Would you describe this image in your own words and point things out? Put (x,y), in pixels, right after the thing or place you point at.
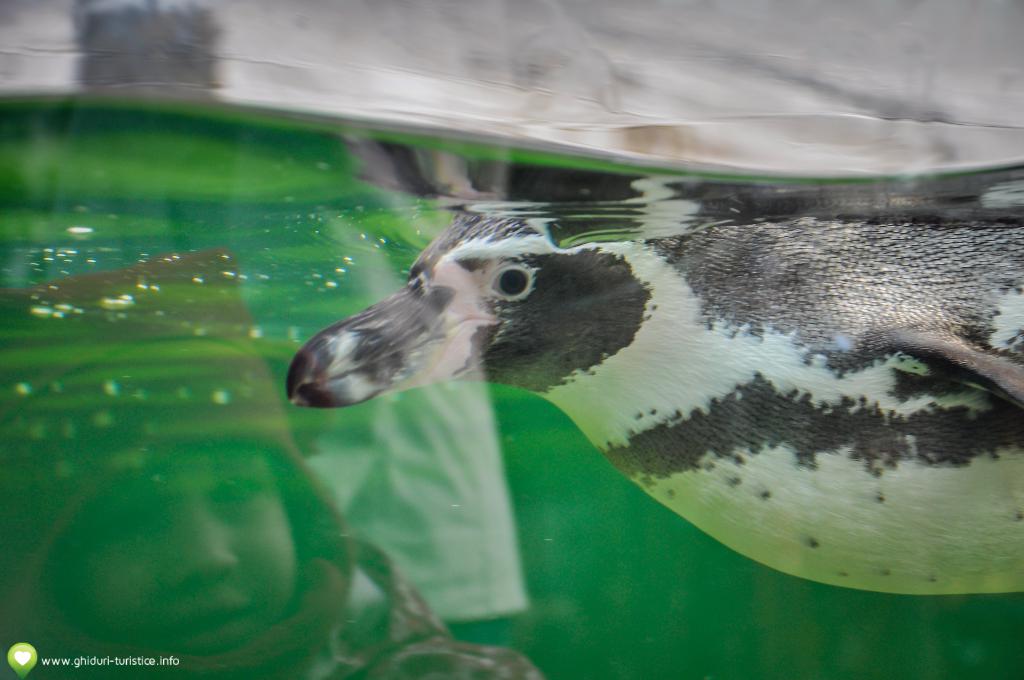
There is water (233,400). Inside the water (504,431) there is an animal (716,430). On the left corner (80,659) there is a watermark (24,665).
